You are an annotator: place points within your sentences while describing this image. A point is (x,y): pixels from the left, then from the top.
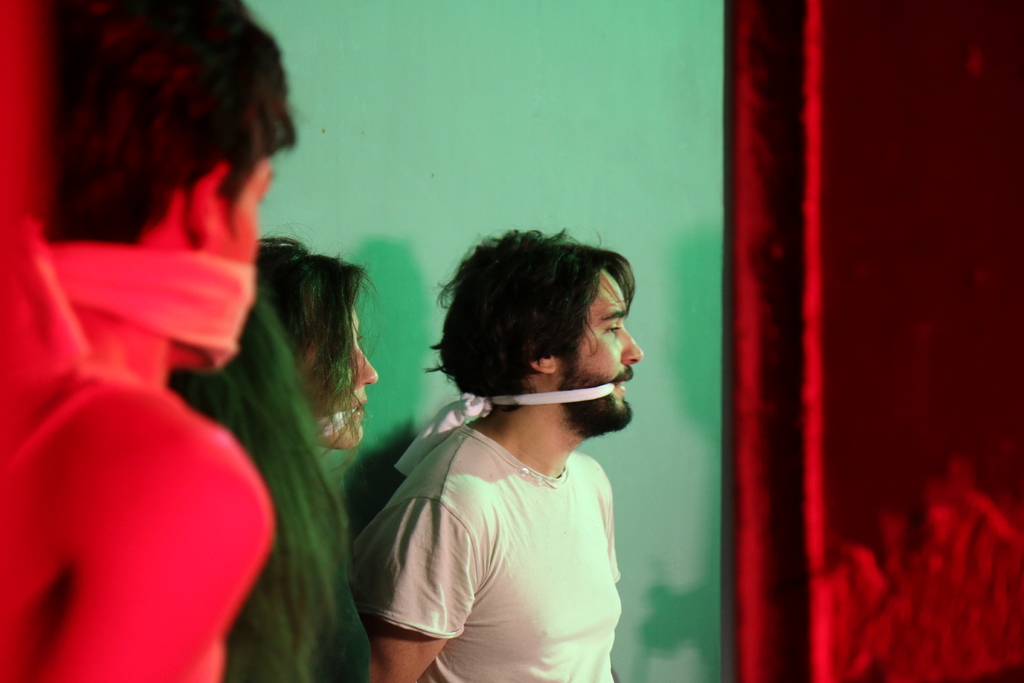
In this image we can see three persons (273,385) are standing. In the background of the image (398,168) wall (526,208) is there. On the right side of the image (818,423) curtain (932,493) is there.
